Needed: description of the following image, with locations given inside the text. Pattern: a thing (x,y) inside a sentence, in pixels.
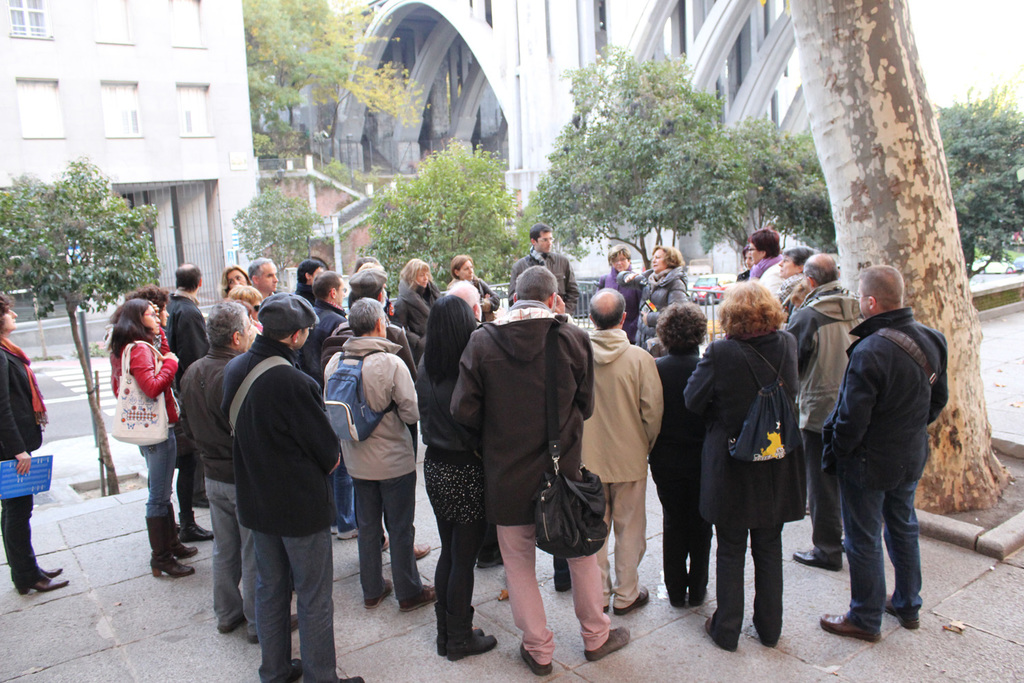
In this image there are people (510,330) standing on a footpath (573,626), in the background (507,261) there are trees (112,278), road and buildings (190,70).
